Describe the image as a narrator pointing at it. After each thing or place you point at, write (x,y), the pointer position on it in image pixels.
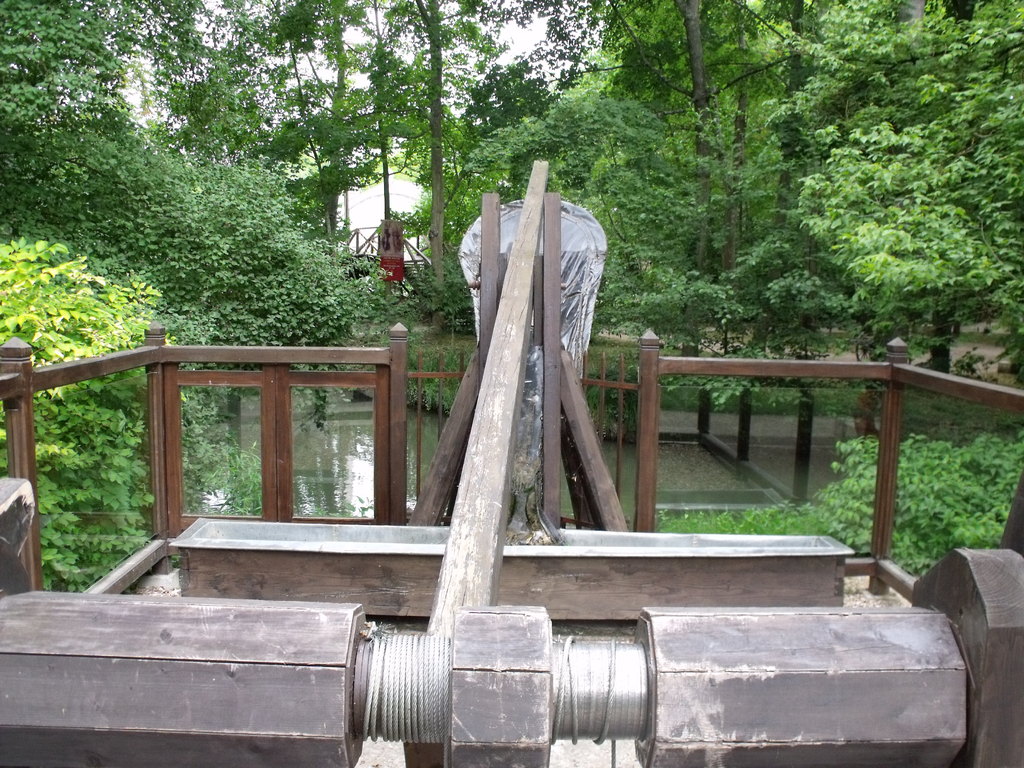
In this image we can see fencing (417,381), there are wooden poles (124,763), there is a thread (403,665), there are plants (370,278), trees (323,128), also we can see the sky (532,30), and the water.
